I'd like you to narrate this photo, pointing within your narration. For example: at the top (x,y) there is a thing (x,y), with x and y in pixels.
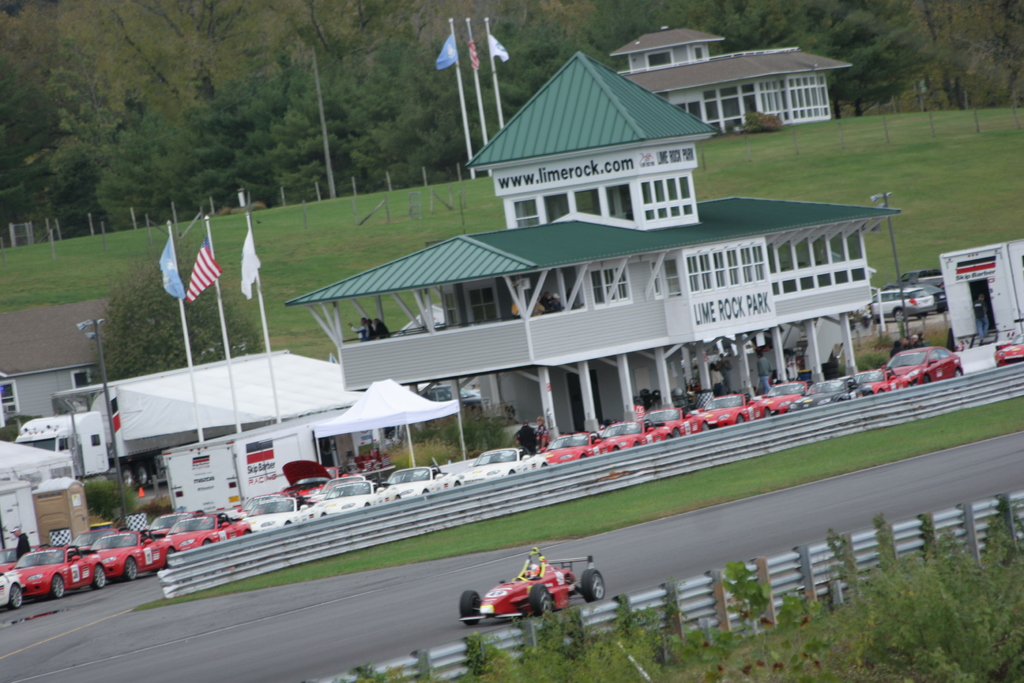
There are plants (785,661) and a racing car (545,595) is on the road (628,560) as we can see at the bottom of this image (466,566). We can see cars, buildings (588,271) and flags (168,257) are present in the middle of this image (484,295) and we can see trees (342,67) and a building (676,58) in the background (319,62).
